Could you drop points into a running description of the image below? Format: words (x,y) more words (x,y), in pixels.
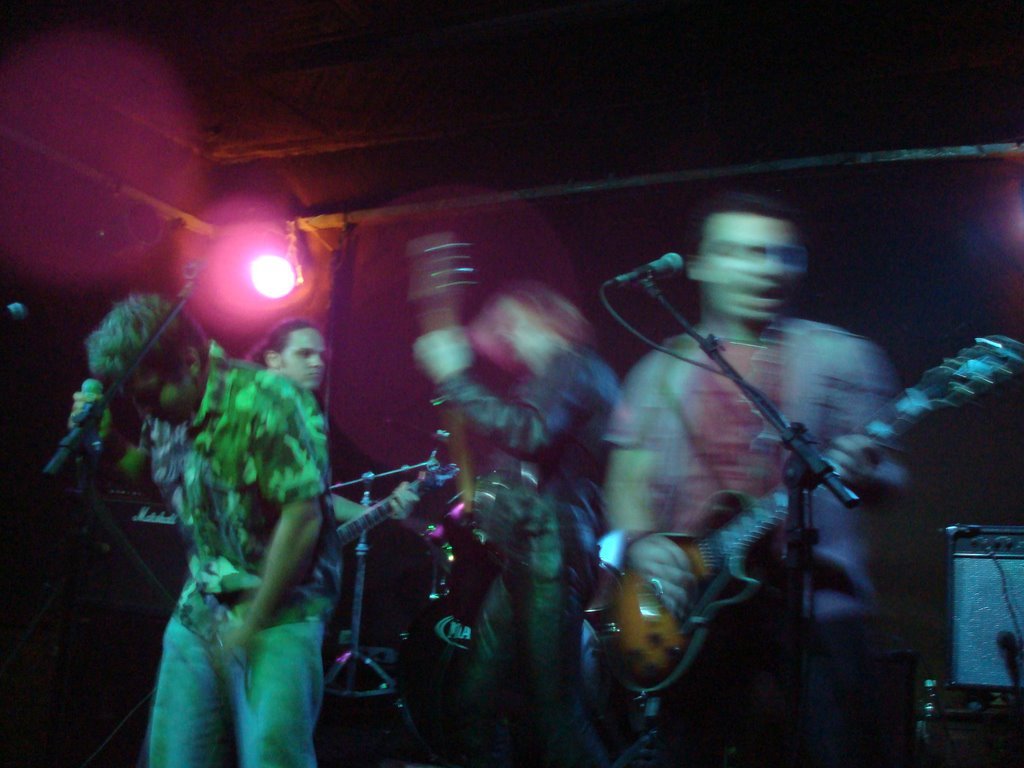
Four persons (498,563) are standing. These two persons (643,532) holding guitar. This person (197,542) holding microphone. On the background (258,268) we can see focusing light (275,287).
